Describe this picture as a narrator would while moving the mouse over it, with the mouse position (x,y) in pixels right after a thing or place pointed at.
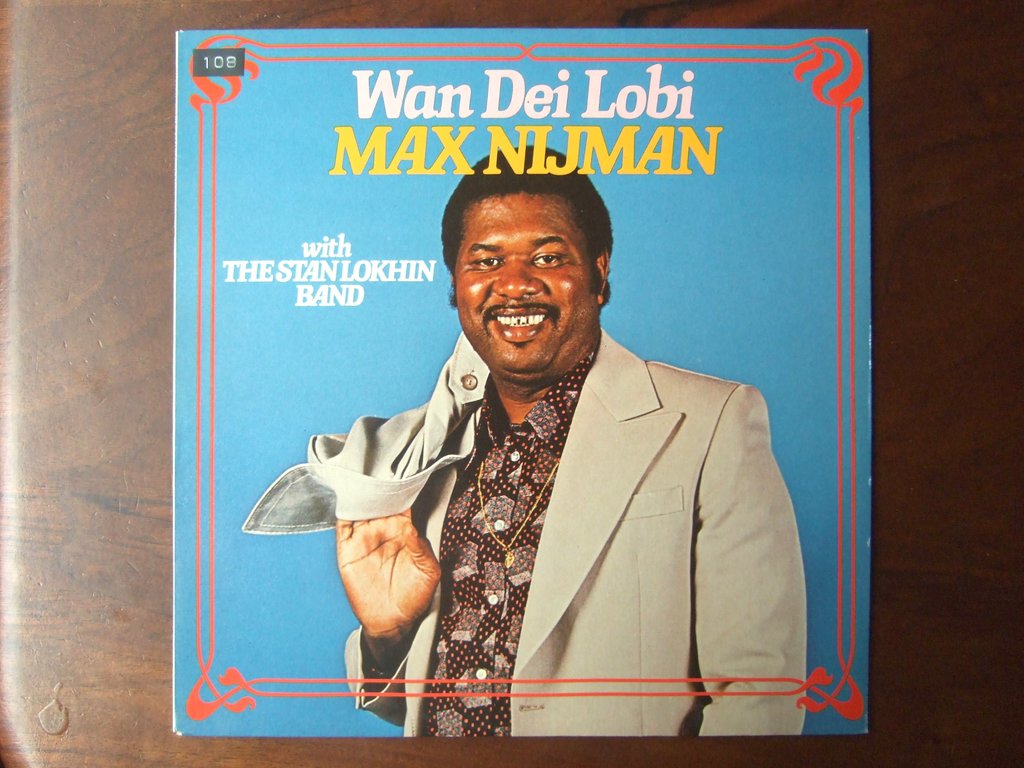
In this image I can see a person's photograph (523,326) with some design (225,36) and some text (364,171) on the table (38,674).
